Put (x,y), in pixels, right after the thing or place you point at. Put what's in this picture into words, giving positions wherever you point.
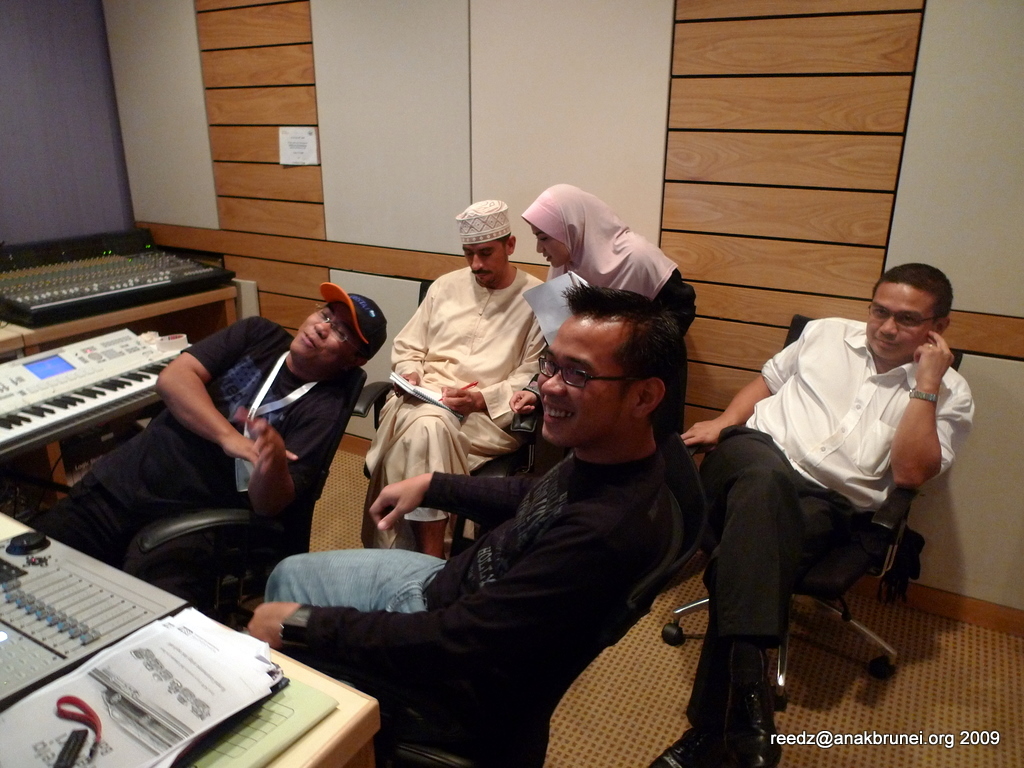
In this image I can see a four person (464,582) sitting on the chair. The woman (584,272) is a standing. On the table (45,336) there are musical instruments (65,359).
